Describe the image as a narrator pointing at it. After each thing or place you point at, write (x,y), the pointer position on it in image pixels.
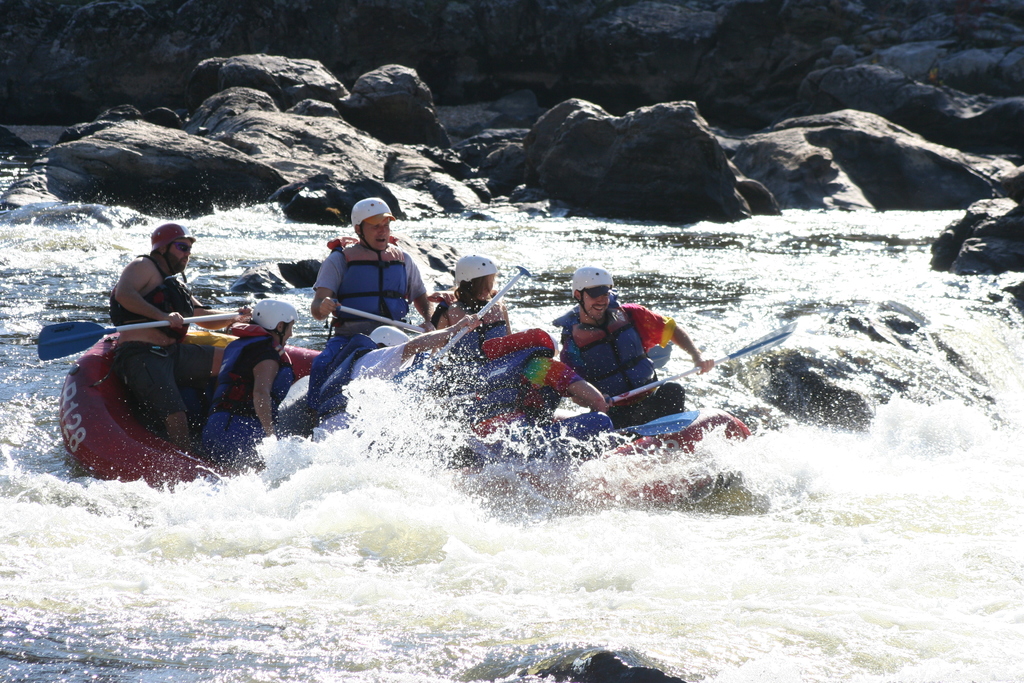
In the center of the image (488,429) we can see some people (417,275) are sitting on a boat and wearing jackets (191,312), caps (266,314) and holding sticks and some of them are wearing goggles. In the background of the image (947,34) we can see the waterfalls (474,646) and rocks (473,187).
